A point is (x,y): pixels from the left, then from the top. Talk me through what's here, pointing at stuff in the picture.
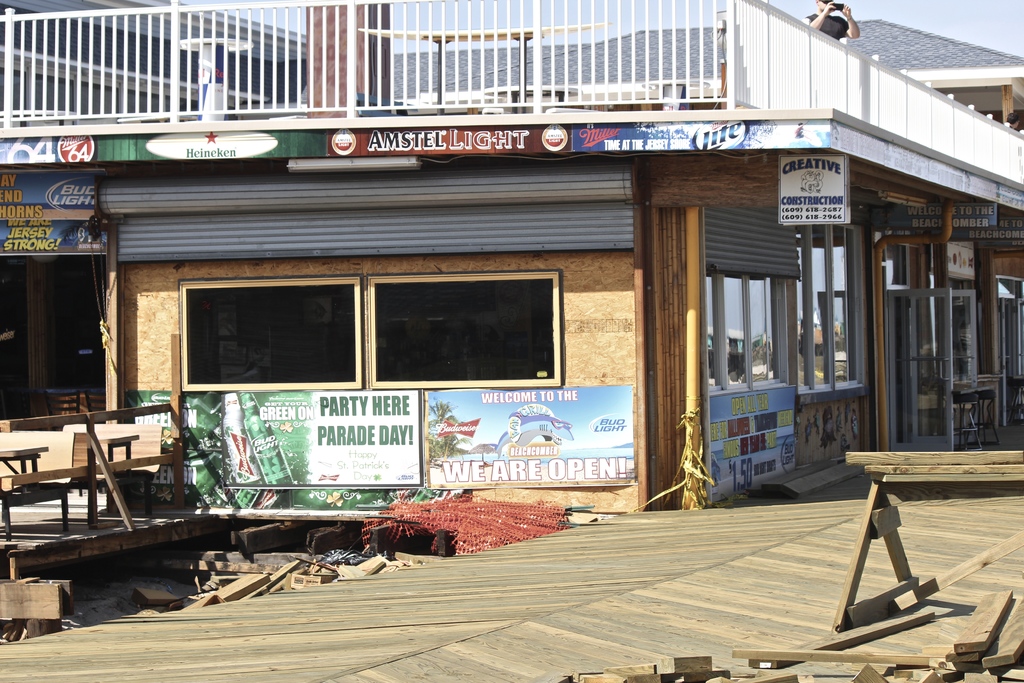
In this image, we can see a building (238,213) and there is a person (825,30) standing at the top of the building (820,44) and we can see some wood sticks (122,518) at the bottom (122,504) and there are name boards (814,201) and sign boards (548,388).
